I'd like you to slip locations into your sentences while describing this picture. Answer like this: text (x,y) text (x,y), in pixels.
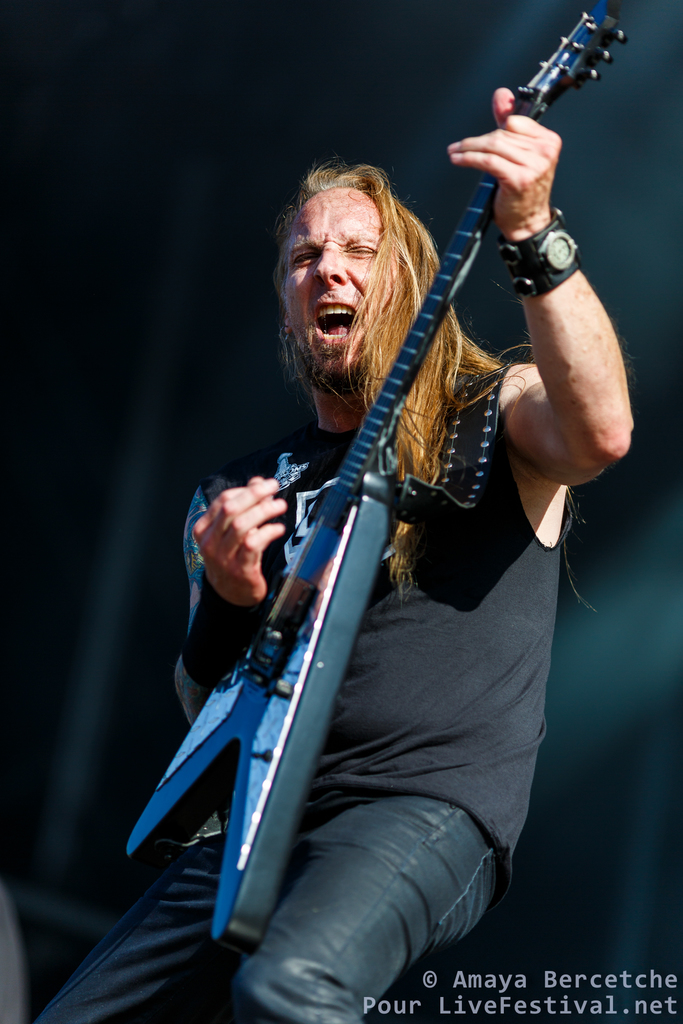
In this image I can see a man (377,317) wearing a t-shirt (478,651), jeans (376,923), playing the guitar (337,494) and singing. The background (90,657) is in black color. In the bottom right (534,1003) I can see some text (510,988).
